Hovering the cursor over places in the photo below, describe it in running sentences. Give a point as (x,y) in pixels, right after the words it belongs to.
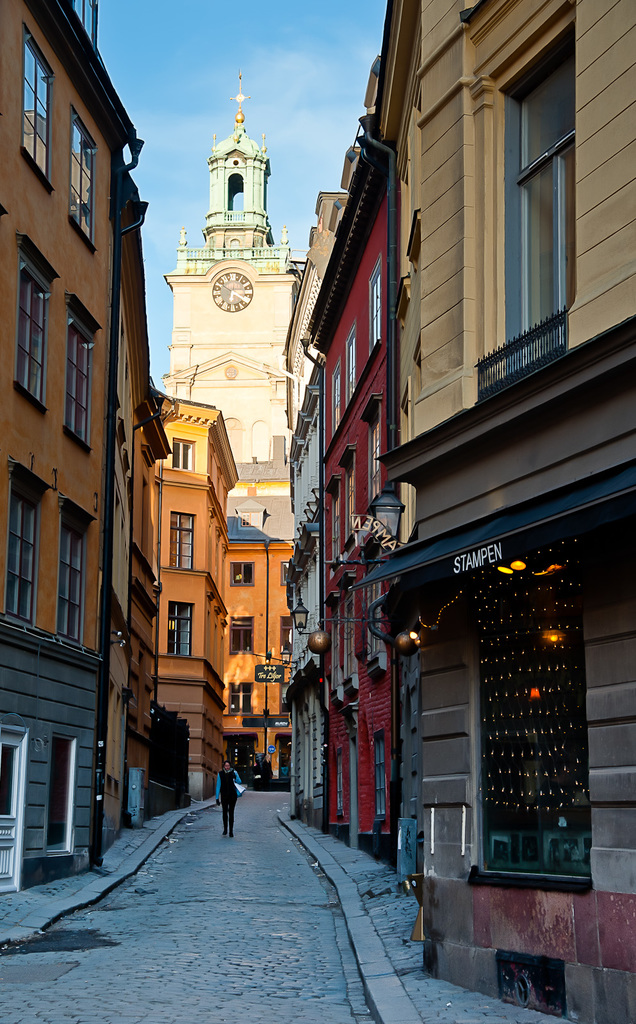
There is a person (231,827) on the road (232,954). Here we can see buildings (502,487), boards (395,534), lights (498,569), and a clock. In the background (156,258) there is sky (287,80).
